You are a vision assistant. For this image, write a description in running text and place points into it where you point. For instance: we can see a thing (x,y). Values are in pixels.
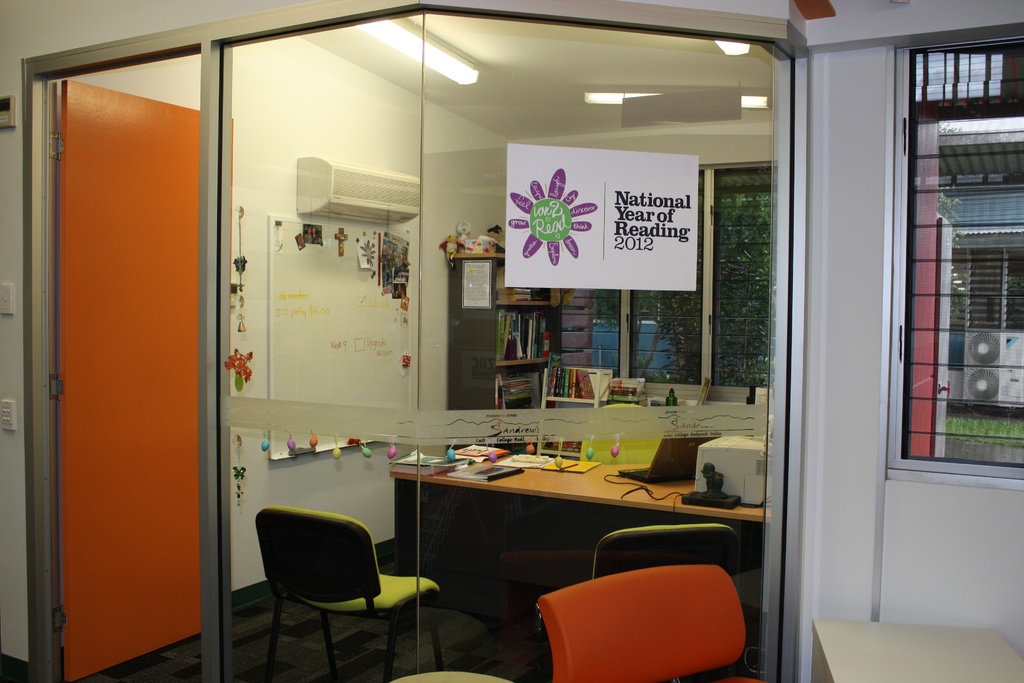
This image is taken indoors. At the bottom of the image (246,654) there is a floor (245,640). In the middle of the image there are three empty chairs (287,582) and a table (540,525) with many things (492,470) on it. On the right side of the image (825,316) there is a wall (840,429) with a window (918,317) and grills (958,297) and there is a table (927,662). In the background (10,446) there are a few walls (461,218) with an air conditioner (314,168), a board (400,362) with text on it, a door (168,315), a switchboard (5,294) and windows (684,315). There is a cupboard (476,331) with many books (532,337) on it. At the top of the image (526,53) there is a ceiling (611,70) with lights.
